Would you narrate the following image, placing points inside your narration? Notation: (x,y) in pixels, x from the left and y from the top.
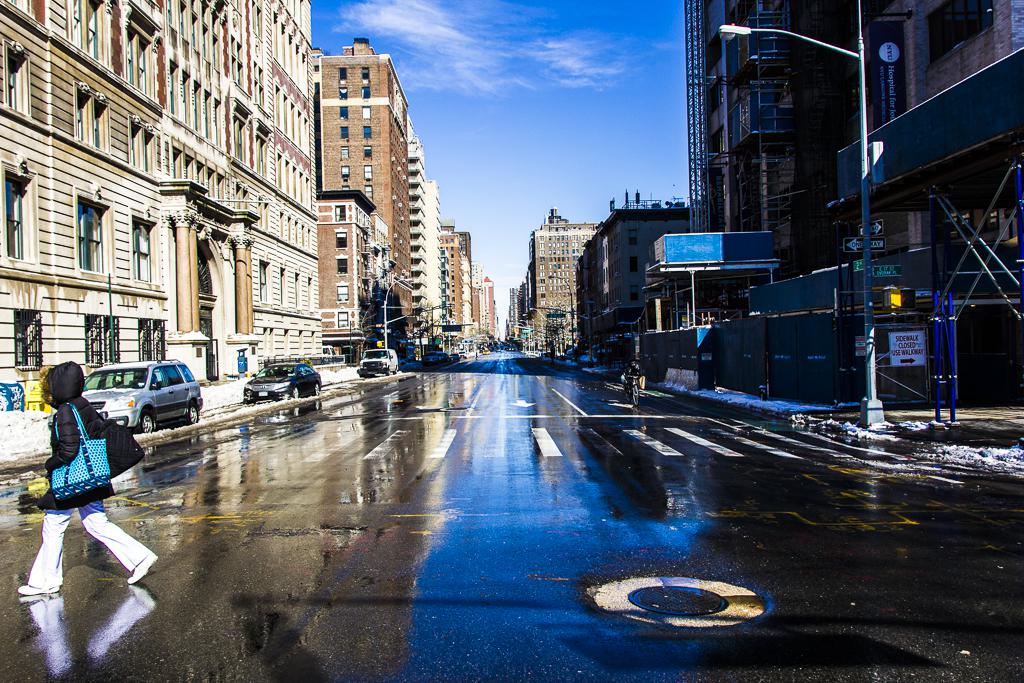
In the center of the image (466,442) there is a road (458,479). On the left side of the image (126,544) there is a person (70,374) walking on the road (144,537). There are cars (279,374). On both right and left side of the image (183,261) there are buildings (286,173), street lights (729,28). In the background of the image (562,84) there is sky (538,107).
